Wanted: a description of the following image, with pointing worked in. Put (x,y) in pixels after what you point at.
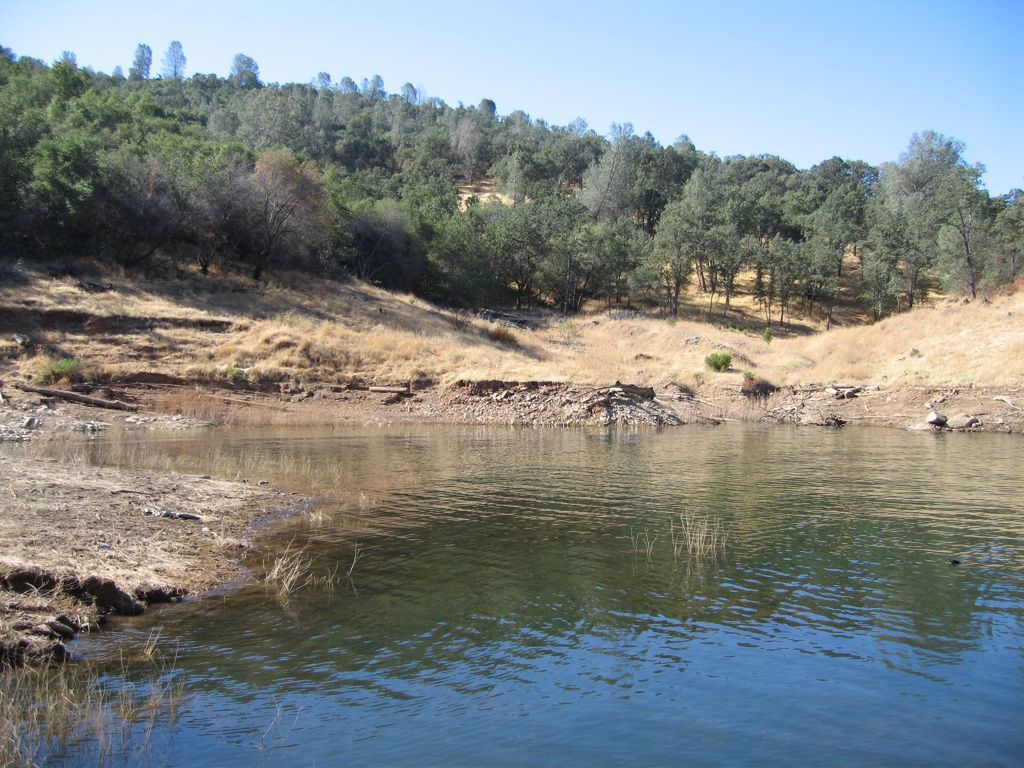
In this image we can see water (561,569). In the background (382,214) there are trees (668,236) and sky (402,83). On the sides of water (565,588) there are stones (2,424).
